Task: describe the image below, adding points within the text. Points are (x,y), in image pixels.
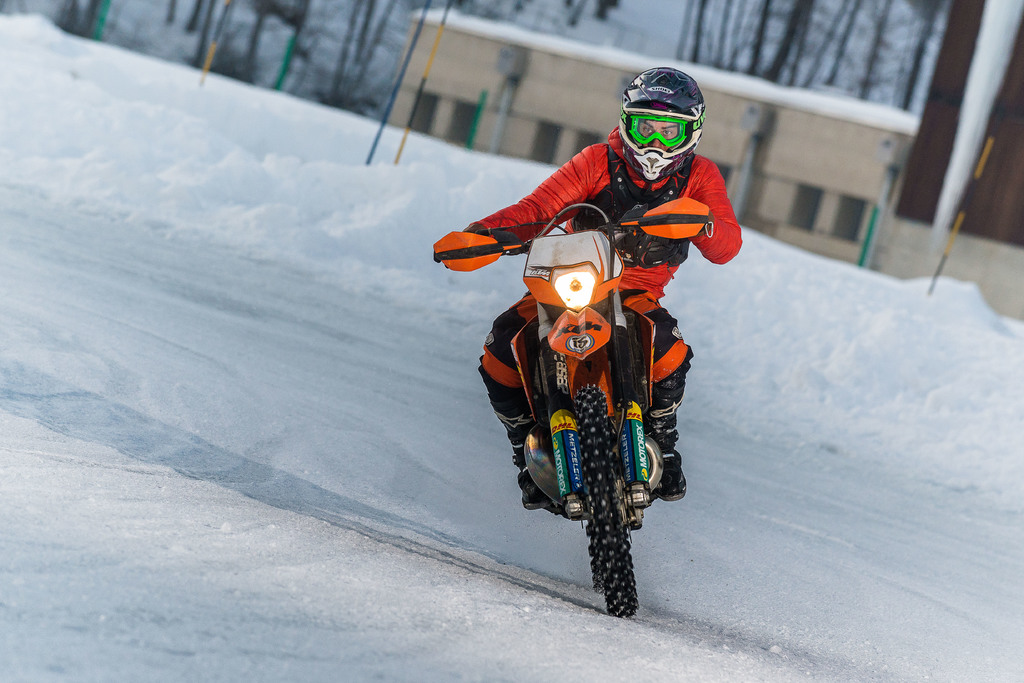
In the picture we can see a snow surface (836,507) on it, we can see a man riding a bike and he is wearing a sportswear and a helmet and in the background (129,16) also we can see snow (111,81) and poles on it and behind it we can see a building (915,196) and some trees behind it.
